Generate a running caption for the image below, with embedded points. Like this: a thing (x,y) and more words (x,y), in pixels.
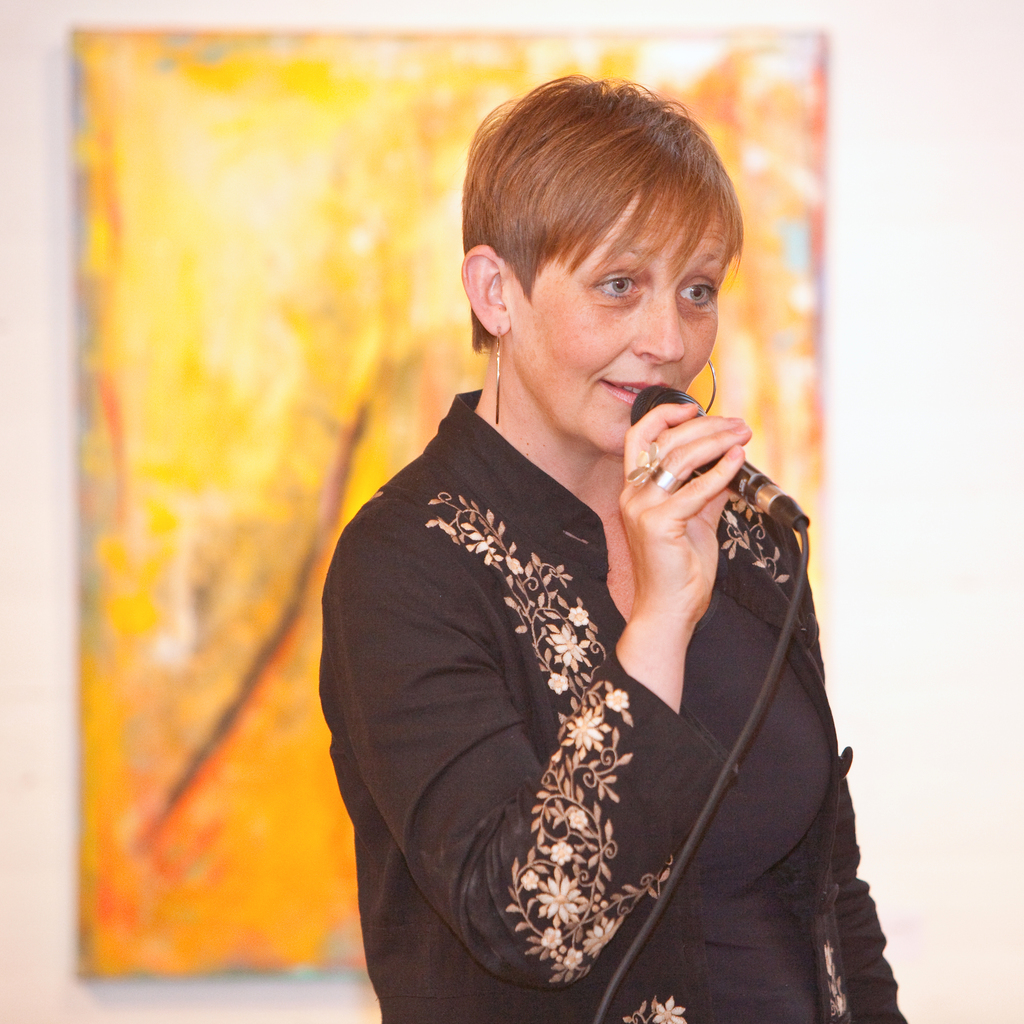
In this picture we can see a woman (379,705) holding a mic (652,398) with her hand (681,492) and in the background (350,169) we can see a frame (322,251) on the wall (883,320).
